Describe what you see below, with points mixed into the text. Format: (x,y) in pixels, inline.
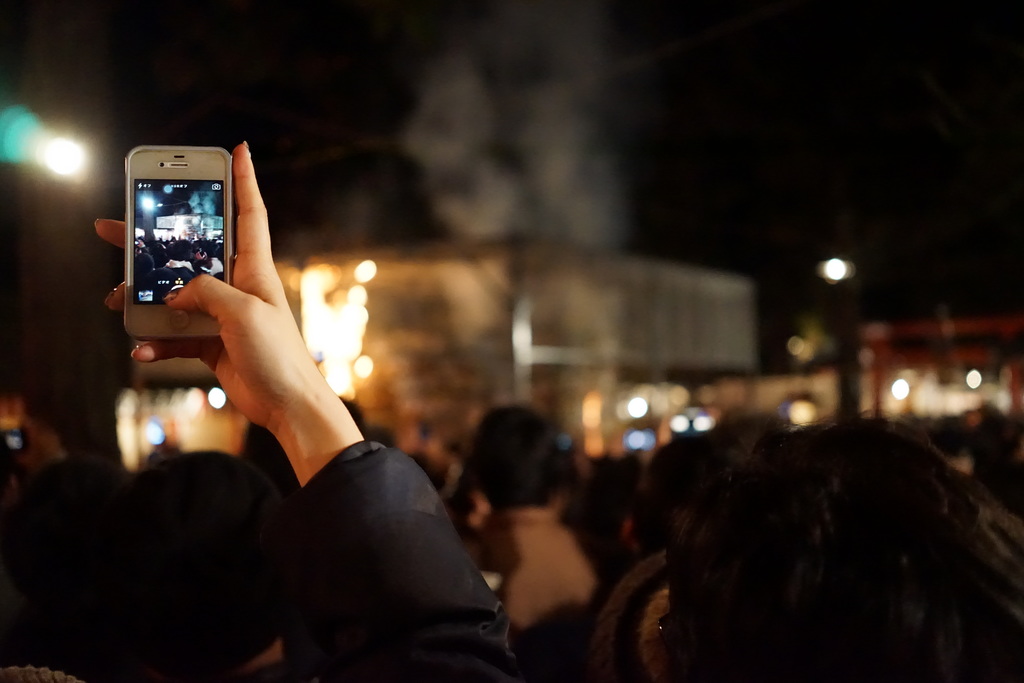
The image is taken in the crowd (455,539). We can see a person's hand (291,375) holding a camera (180,289) and capturing a image. In the background (508,341) there are buildings (664,344) and lights (678,390).
